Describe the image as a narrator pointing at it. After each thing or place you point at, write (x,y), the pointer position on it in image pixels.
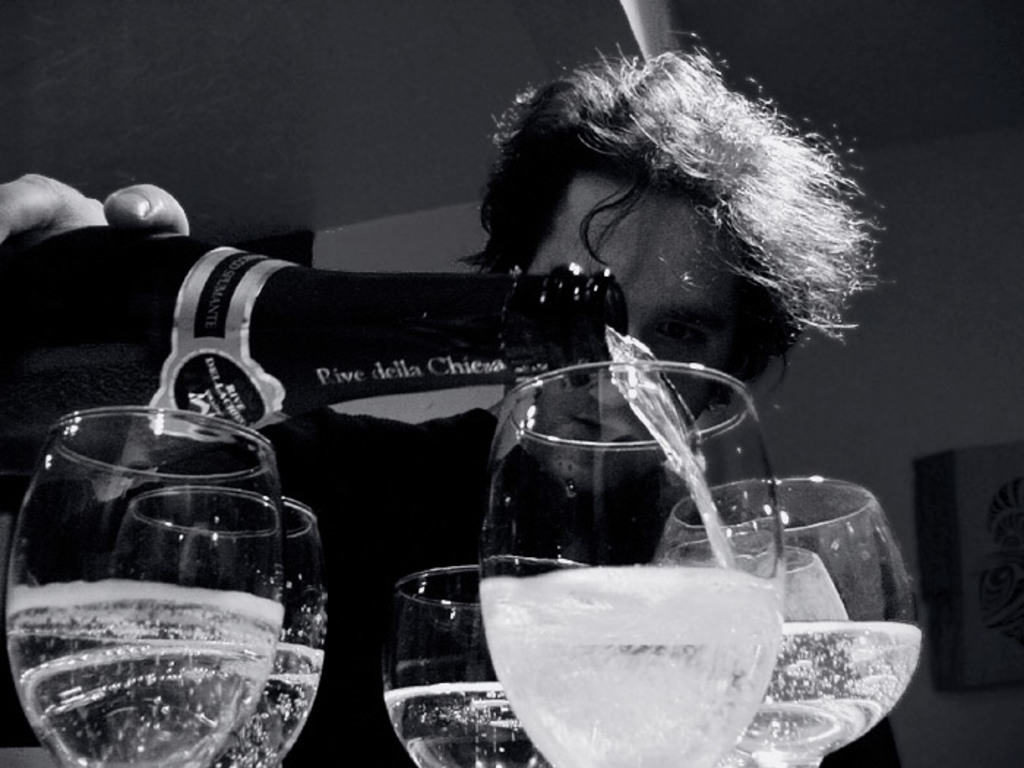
In this picture I can see six glasses (254,625) of wine (240,647), there is a person (638,331) holding a bottle (585,356) and pouring wine (654,370) into one of the glass (498,451), and in the background (966,367) there is a wall (895,400).
